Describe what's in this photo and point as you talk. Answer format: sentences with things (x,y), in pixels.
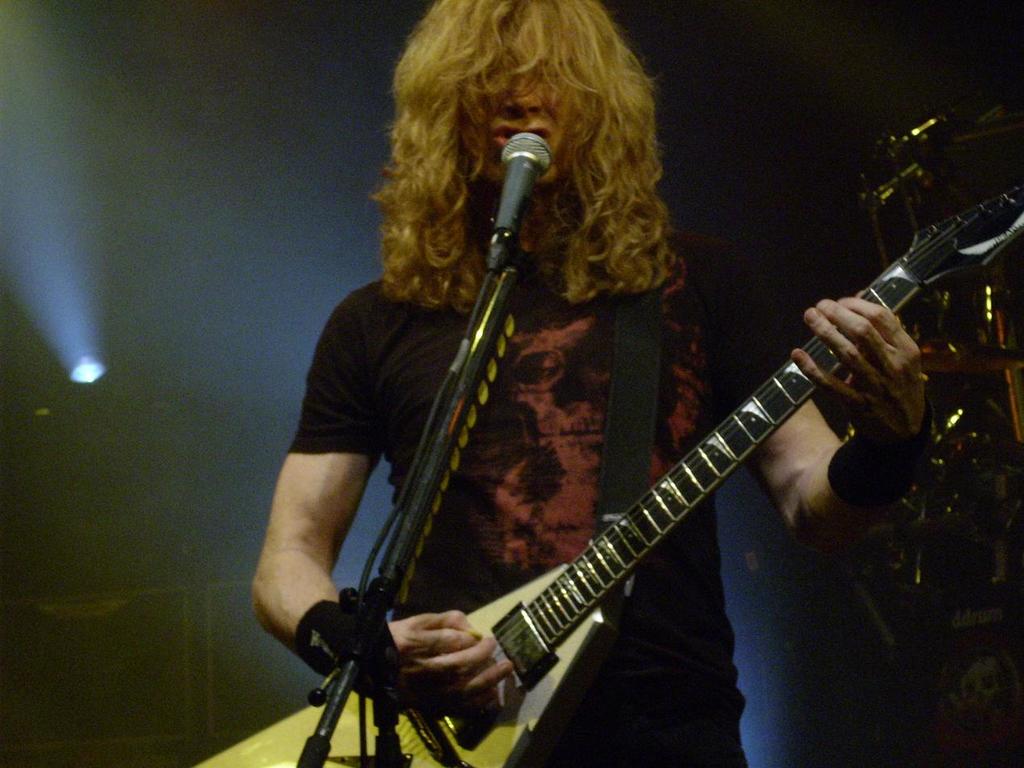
In the image there is a person (545,482) playing guitar (567,592) and singing song, behind the person (543,243) there is a light (60,343) on the left side (71,357).
